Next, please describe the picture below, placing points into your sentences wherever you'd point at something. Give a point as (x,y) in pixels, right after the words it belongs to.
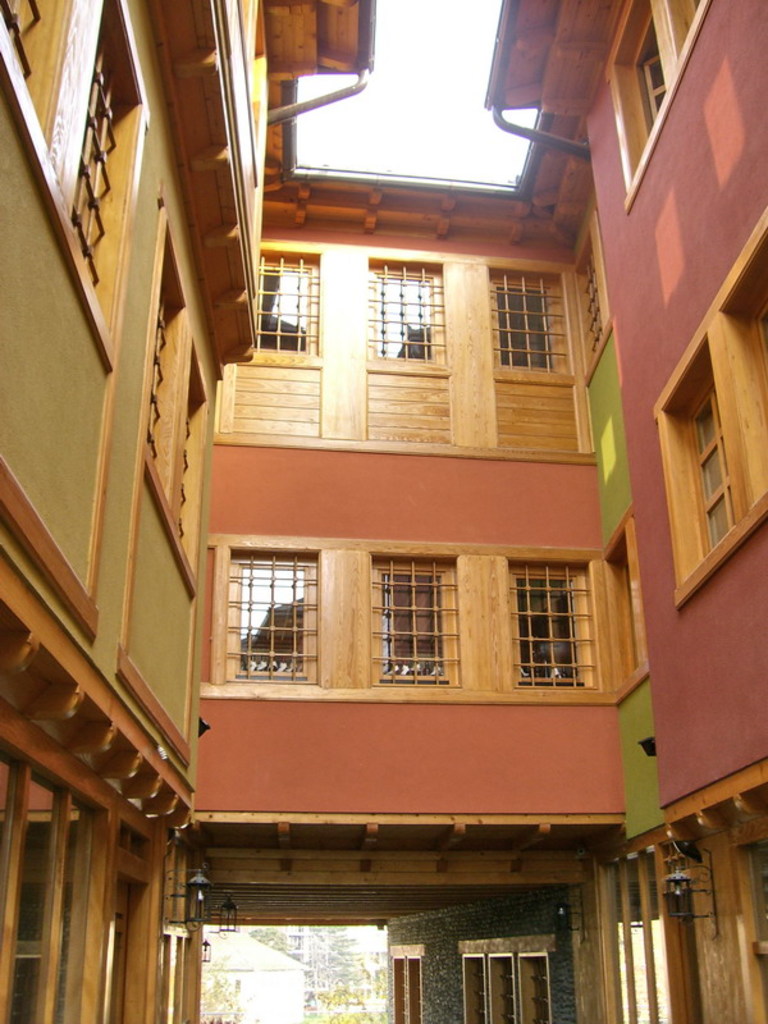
In this image I can see the buildings (341,553) with windows (445,660). In the background (319,1006) I can see the shed (277,973), trees (274,935) and the sky (473,80).
